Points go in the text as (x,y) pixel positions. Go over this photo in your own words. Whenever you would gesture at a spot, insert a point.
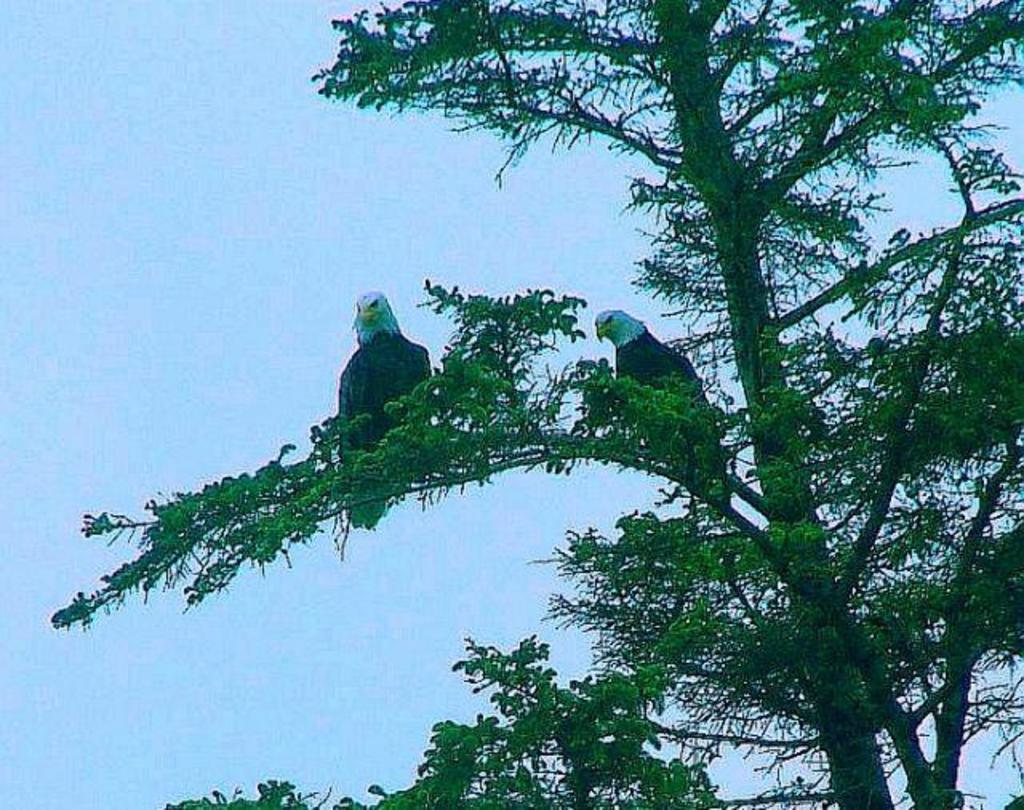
In this image there is a tree (758,463) towards the right of the image (721,413), there are two birds (354,359) on the tree (509,312), at the background there is the sky (308,561), the background of the image (135,177) is blue in color.
